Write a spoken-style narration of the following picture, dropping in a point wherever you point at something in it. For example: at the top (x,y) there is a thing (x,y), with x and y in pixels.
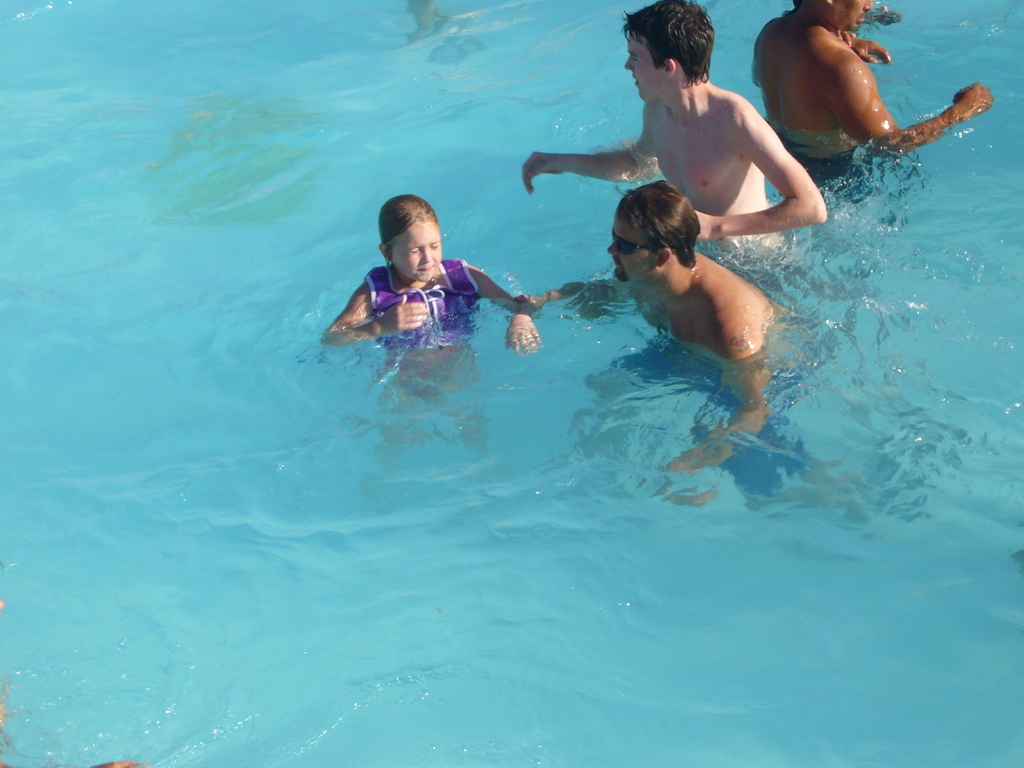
A girl (445,267) and three men (709,209) are in the water (515,513). A person (657,309) is wearing goggles (629,250).
